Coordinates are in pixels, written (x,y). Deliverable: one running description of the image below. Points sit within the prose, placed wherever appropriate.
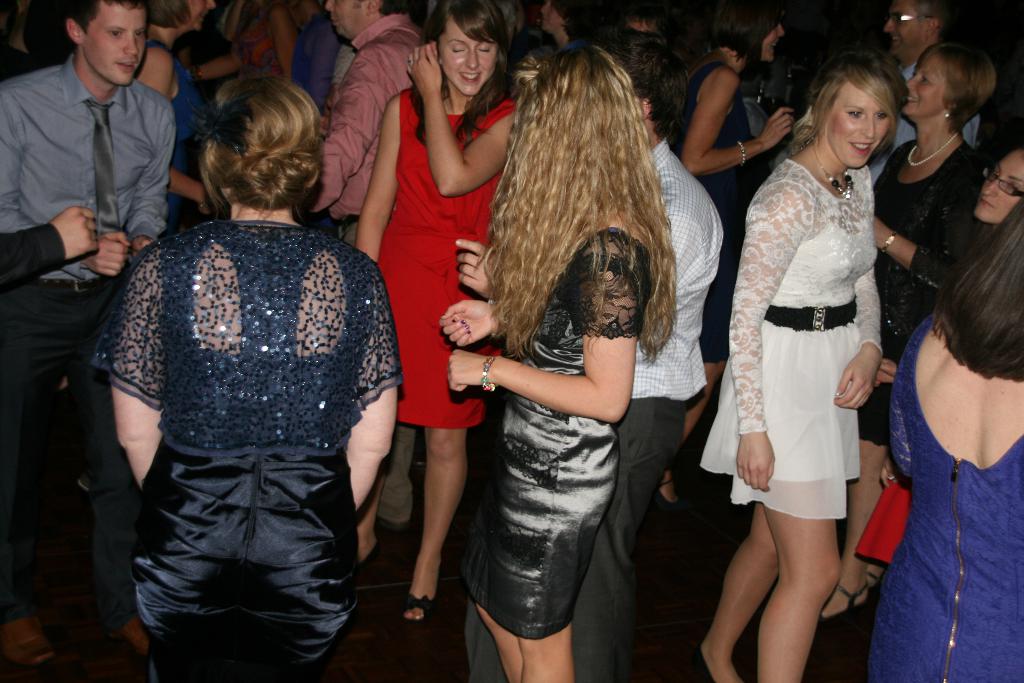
In this picture we can see a group of people (894,564) standing on the floor (387,618) where some are smiling and in the background (858,9) it is dark.
